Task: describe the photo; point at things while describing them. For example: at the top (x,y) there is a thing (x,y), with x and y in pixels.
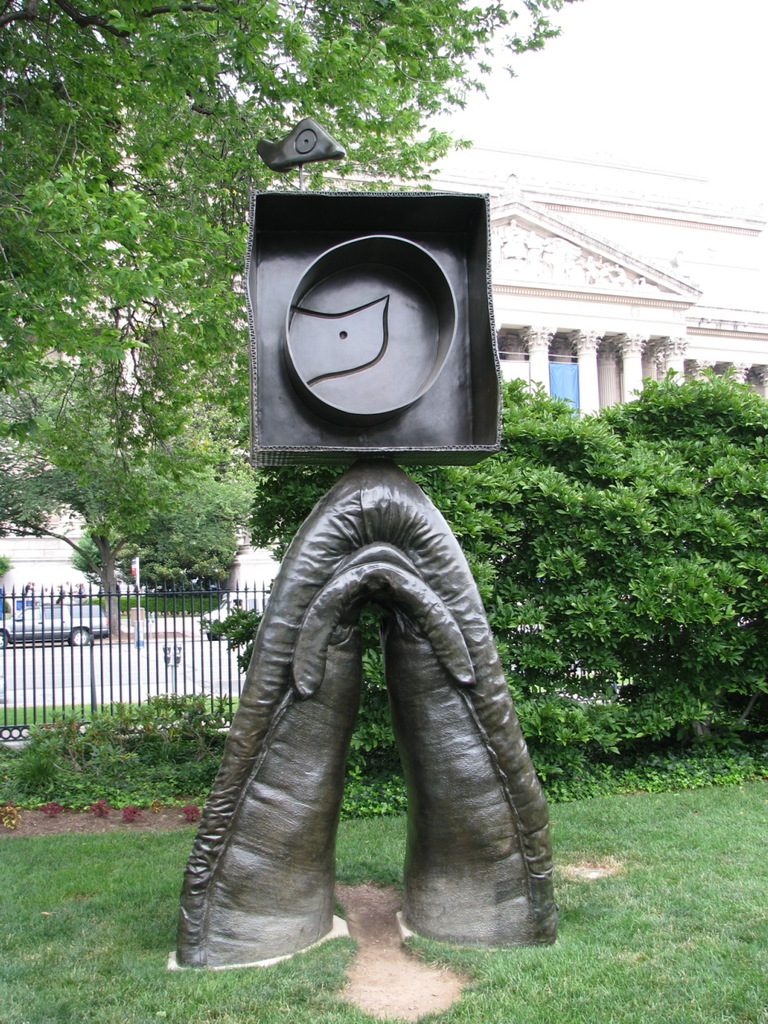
In this image in the center (339,637) there is a design (381,594). In the background (626,539) there are trees (547,484), there is a building (747,305), and there is a fence (52,639) and a car (48,628) on the road (58,657). In the front (675,963) on the ground (671,919) there is grass (694,944).
